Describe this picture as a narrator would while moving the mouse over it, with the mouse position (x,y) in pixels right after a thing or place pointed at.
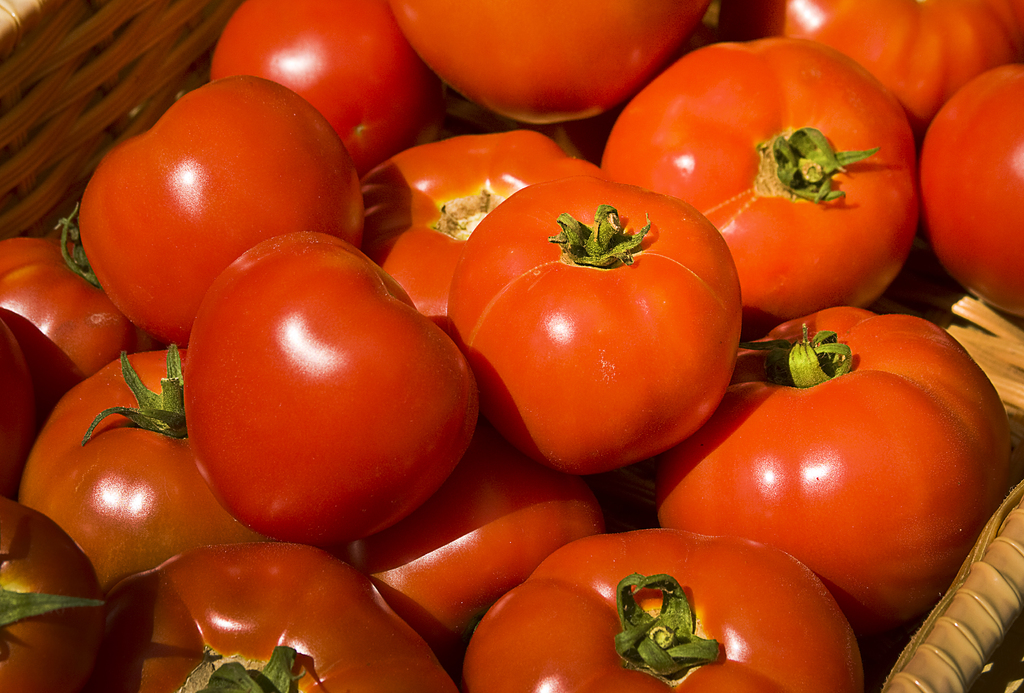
Here in this picture we can see tomatoes (562,169) present in a basket (99,94).
